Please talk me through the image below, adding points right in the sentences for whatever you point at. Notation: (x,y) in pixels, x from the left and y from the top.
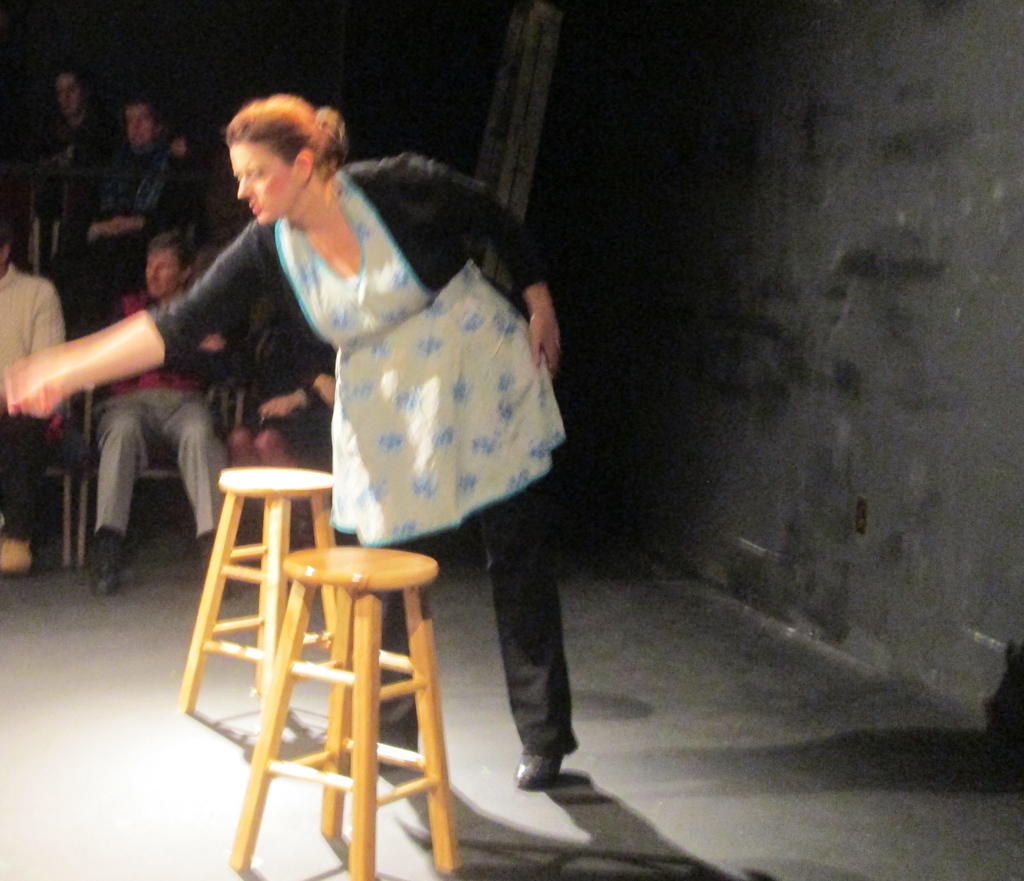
In this picture i could see a woman (374,316) with a white dress (454,410) and black pant (517,665) standing and seems like it is a play. There are two chairs (297,597) in front of her and in the back ground (122,232) to the left side of the picture (136,246) i could see some persons (111,270) sitting on the chair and to the right side of the picture (814,328) there is a black wall (774,167) as a background (833,339).
